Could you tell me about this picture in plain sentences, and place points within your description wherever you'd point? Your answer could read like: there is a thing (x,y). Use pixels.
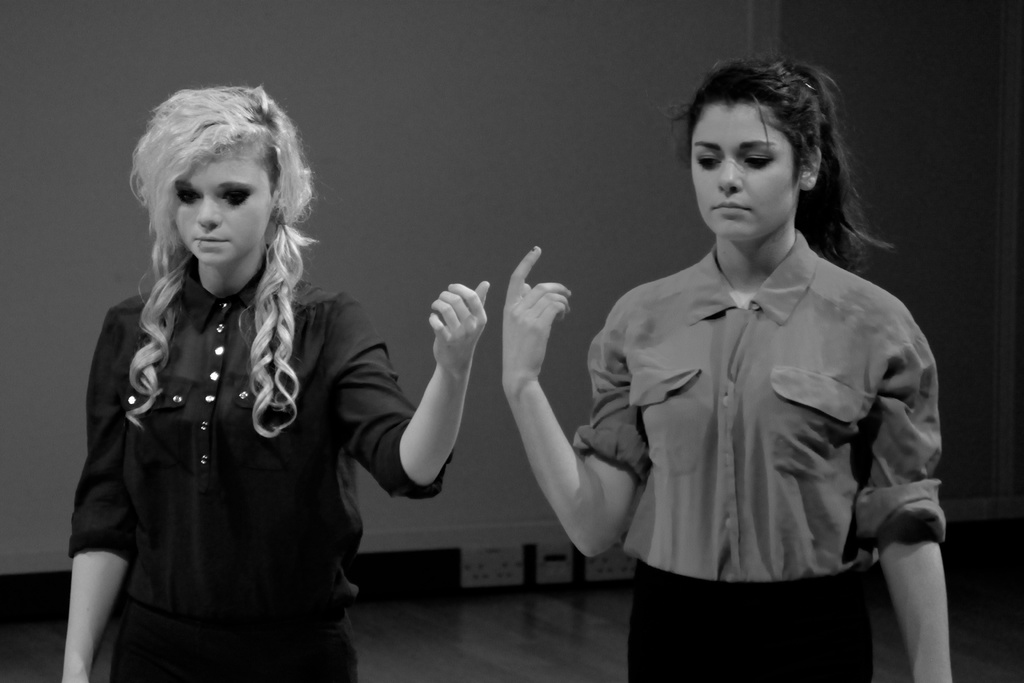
In this image I can see the black and white picture in which I can see a woman (266,391) wearing black colored dress (268,535) and another woman (802,449) wearing shirt (763,482) and black colored pant (771,607) are standing. In the background (551,591) I can see the wall (678,253) and the floor (453,606).
